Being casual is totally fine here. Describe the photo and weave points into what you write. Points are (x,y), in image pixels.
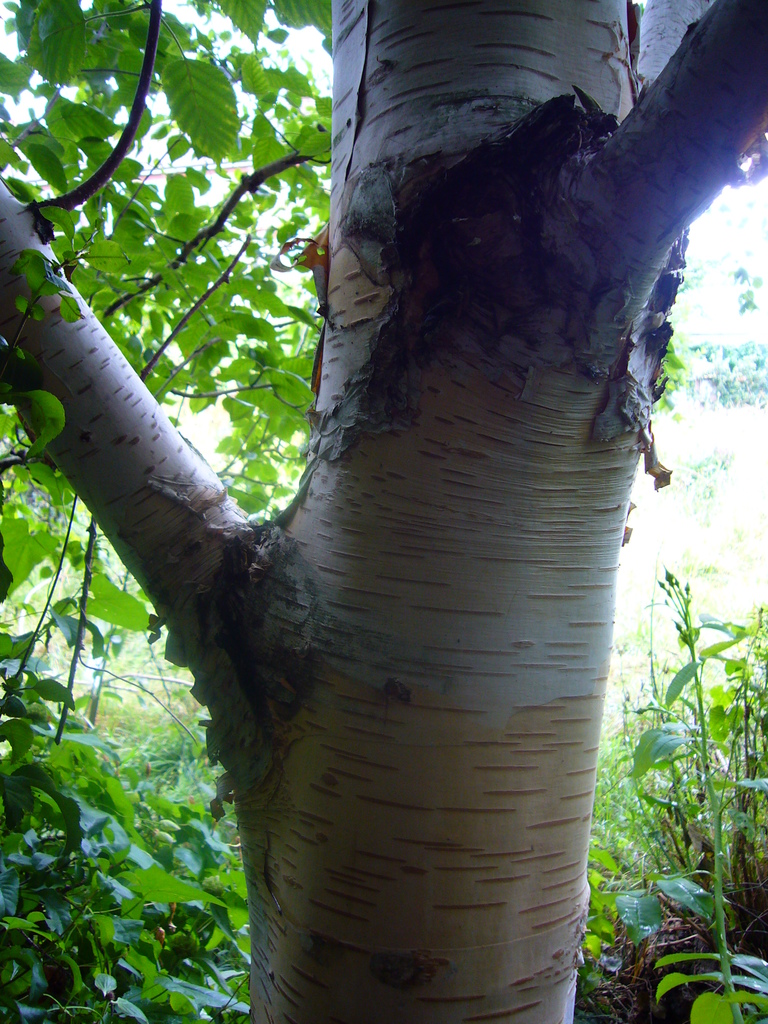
In this picture I can see there is a trunk (497,353) of a tree (432,536) and it has few branches (686,109) and there are plants (109,916) around the tree (324,714) and there are leafs (228,128) on the tree (438,294).
